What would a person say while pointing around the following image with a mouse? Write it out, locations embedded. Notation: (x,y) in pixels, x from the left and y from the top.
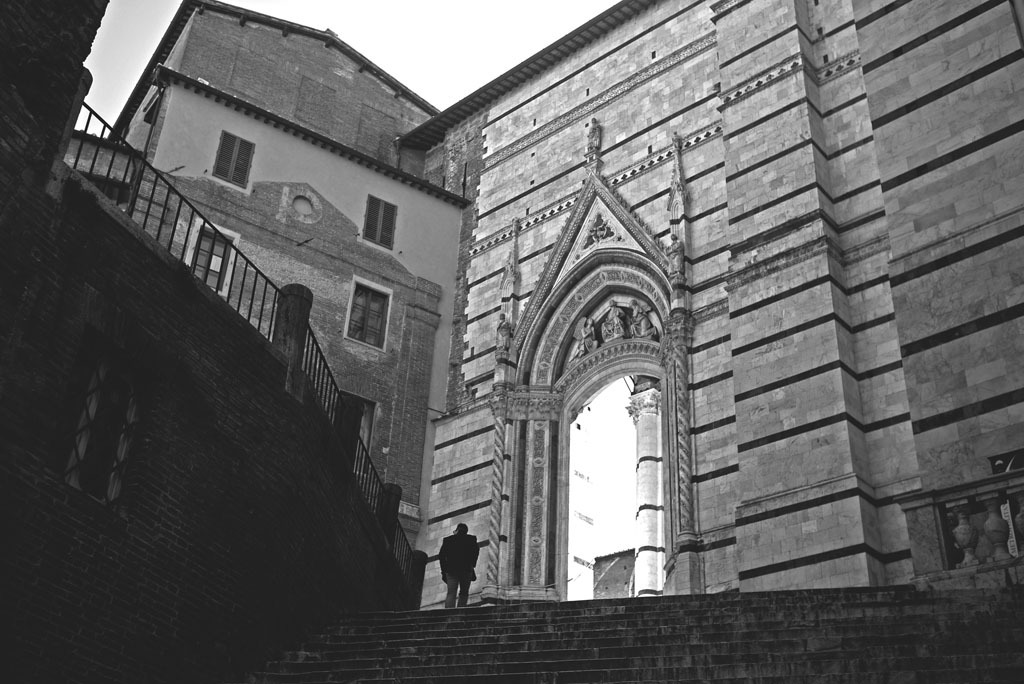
In this picture the man (450,575) standing on the stairs (476,632) and there is a building (355,312) and the sky (411,27) is cloudy.
